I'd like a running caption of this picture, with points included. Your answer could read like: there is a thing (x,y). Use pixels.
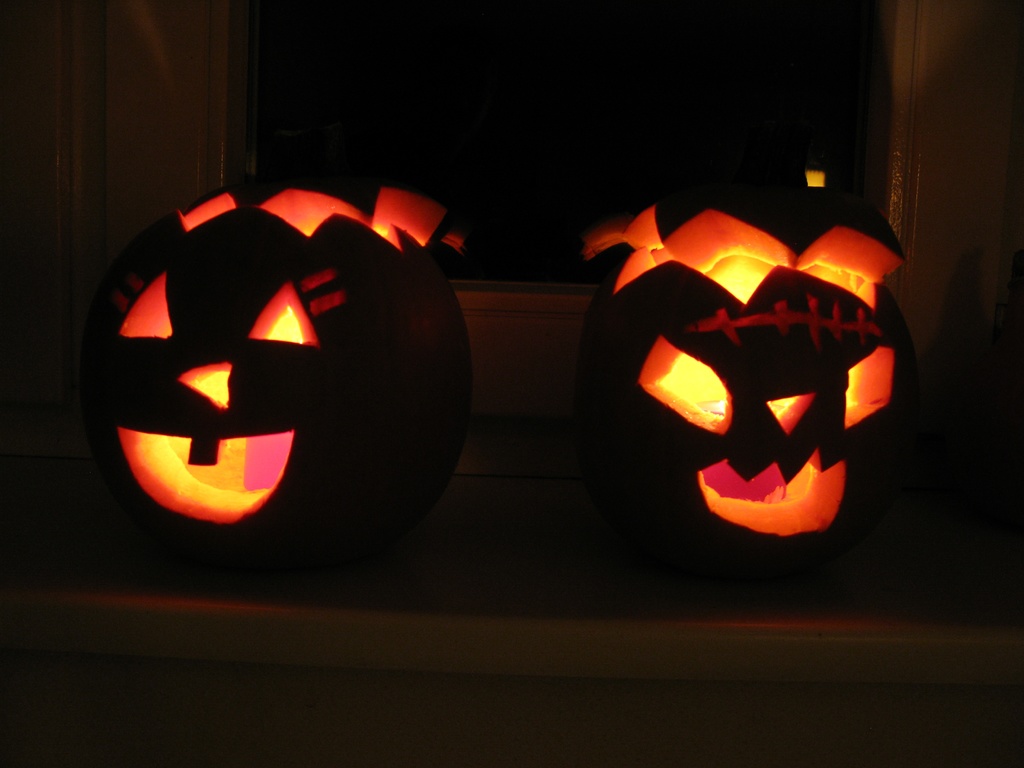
This picture contains two carved pumpkins (447,410). In the background (663,155), it is black in color. This picture is clicked in the dark.
